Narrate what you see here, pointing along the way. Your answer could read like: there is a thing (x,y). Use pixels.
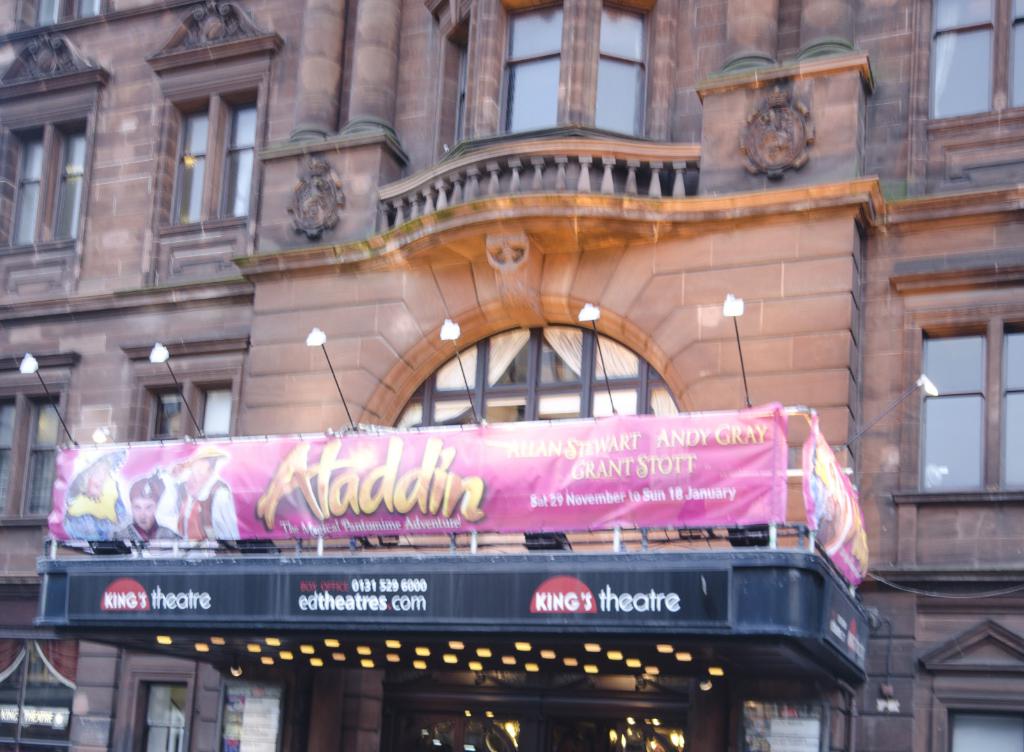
In this image we can see one building (491,398), some lights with small poles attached to the balcony (379,651), some lights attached to the ceiling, some objects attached to the building wall (921,510), the shadow (611,738) of the lights (485,649) on the glass door (535,751), some curtains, one object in the window (552,394), one poster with text (262,736) attached to the wall (889,499), some objects (77,544) on the balcony (77,565), some text (53,711) on the window glass (33,698), two banners (571,499) with text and images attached to the balcony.
